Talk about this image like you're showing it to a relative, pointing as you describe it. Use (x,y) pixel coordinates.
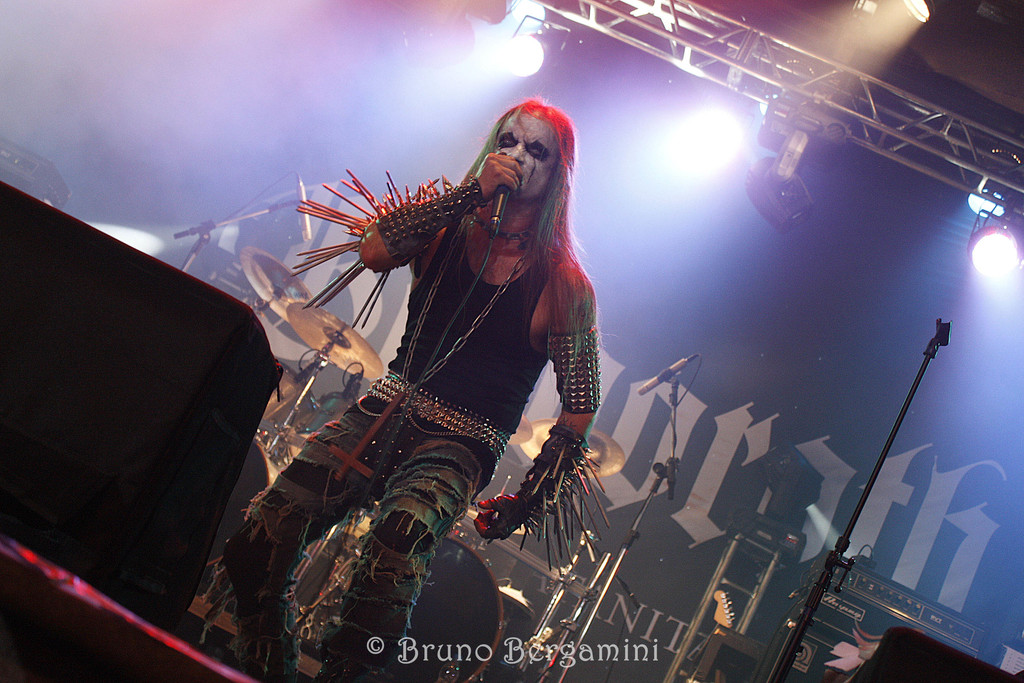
In this image we can see a man (439,368) standing on the stage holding a mic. We can also see some musical instruments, mics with the stand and some speaker boxes (934,654) on the stage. On the backside (542,18) we can see some lights (536,7) to a metal frame (688,5) and a board (691,416) with some text (695,402) on it.
